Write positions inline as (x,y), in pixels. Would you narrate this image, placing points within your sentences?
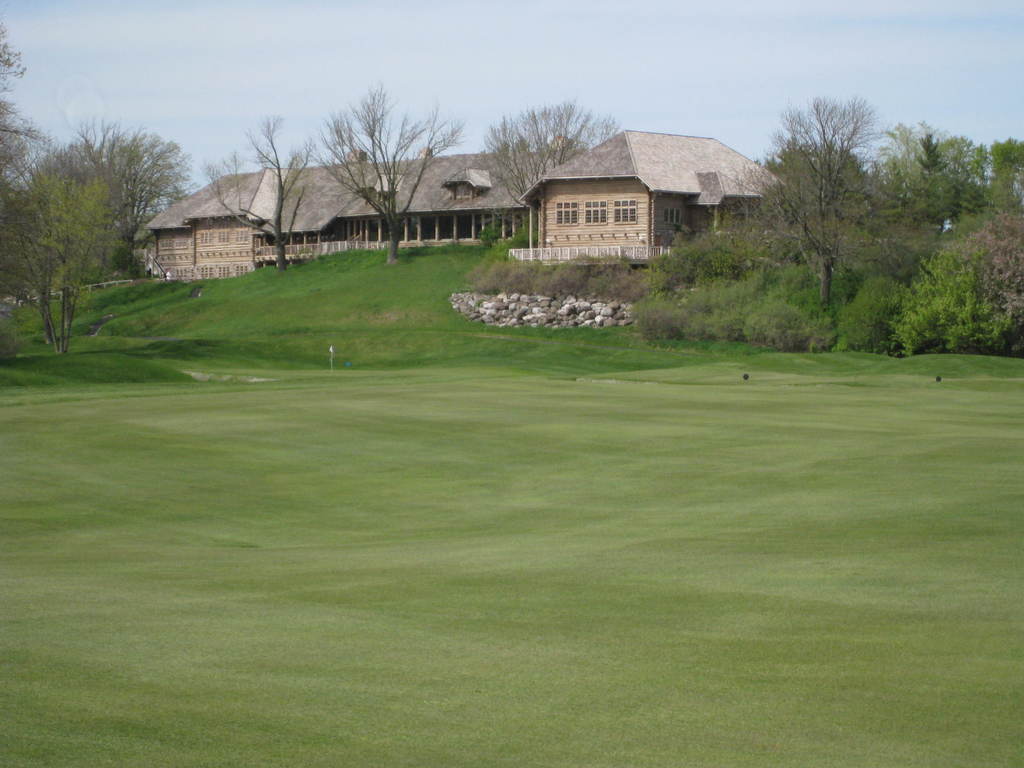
In this image I can see few houses (638,199), windows (560,218), trees (114,267), few rocks (567,309). The sky (565,89) is in blue and white color.
